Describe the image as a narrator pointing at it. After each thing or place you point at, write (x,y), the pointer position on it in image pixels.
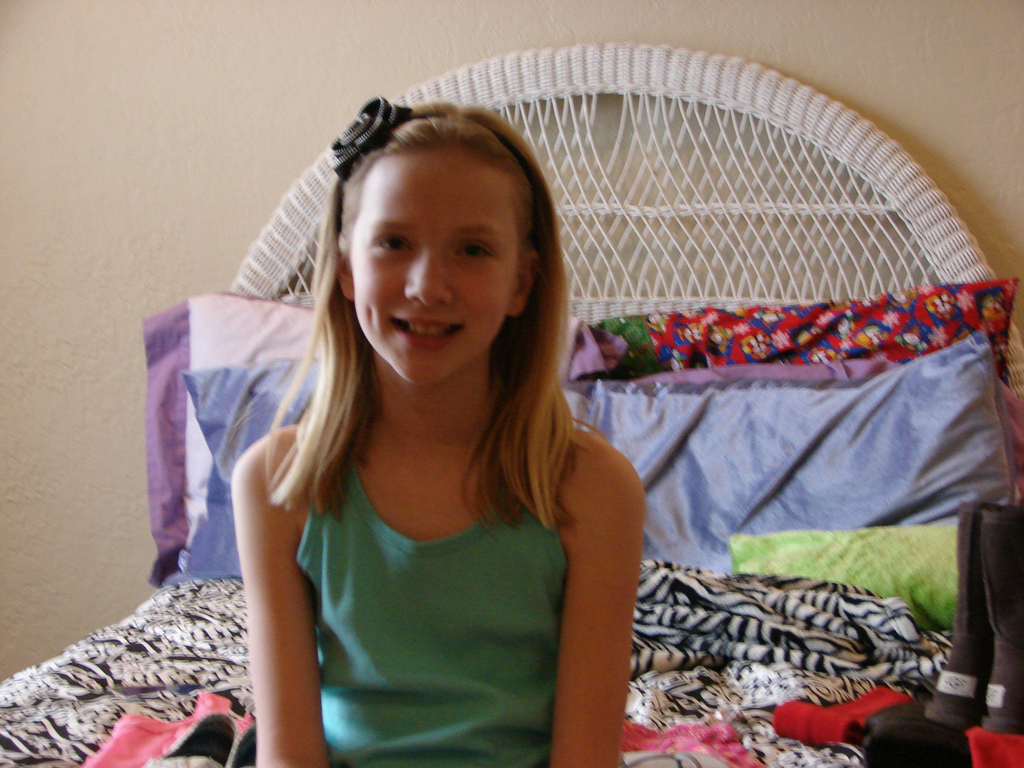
This image is clicked inside a room (90,195). There is bed (59,765) in the middle (572,269). On that bed (76,763) there are pillows (926,555) and bed sheet (21,747). There is a girl (596,441) sitting on that bed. She is wearing a green dress (414,642). She is wearing hair band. She is smiling.
